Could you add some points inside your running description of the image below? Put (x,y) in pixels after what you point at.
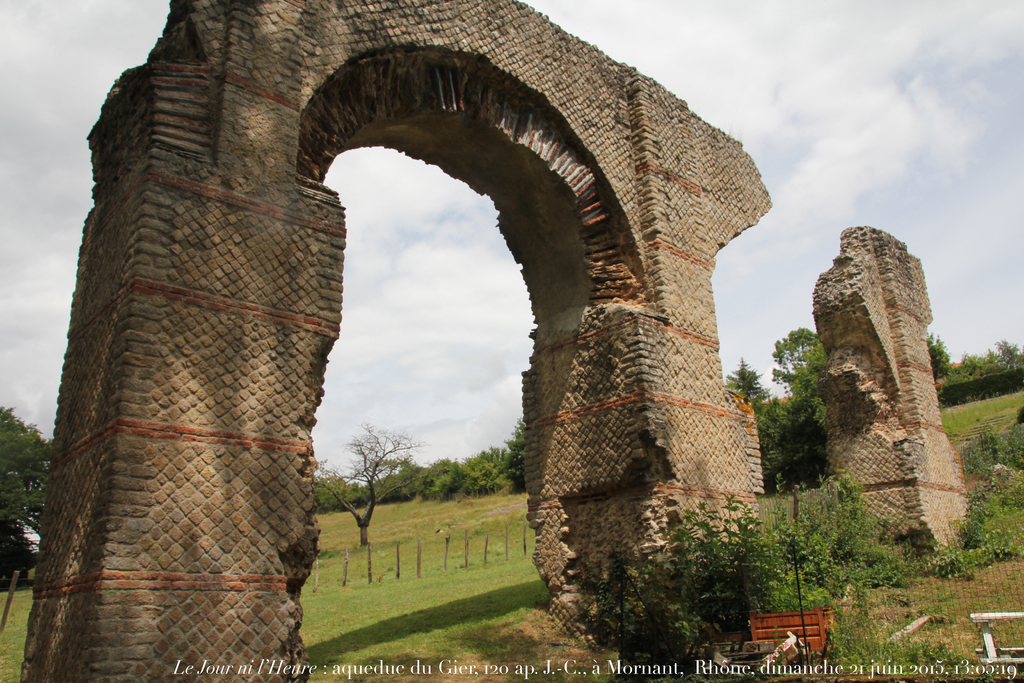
In this picture I can see there is a wall (663,118) and it has a design (215,438) and there are few plants (822,557), grass (374,553) on the floor (324,568), the sky (414,461) is cloudy and there is something written at the bottom of the image (325,673).
